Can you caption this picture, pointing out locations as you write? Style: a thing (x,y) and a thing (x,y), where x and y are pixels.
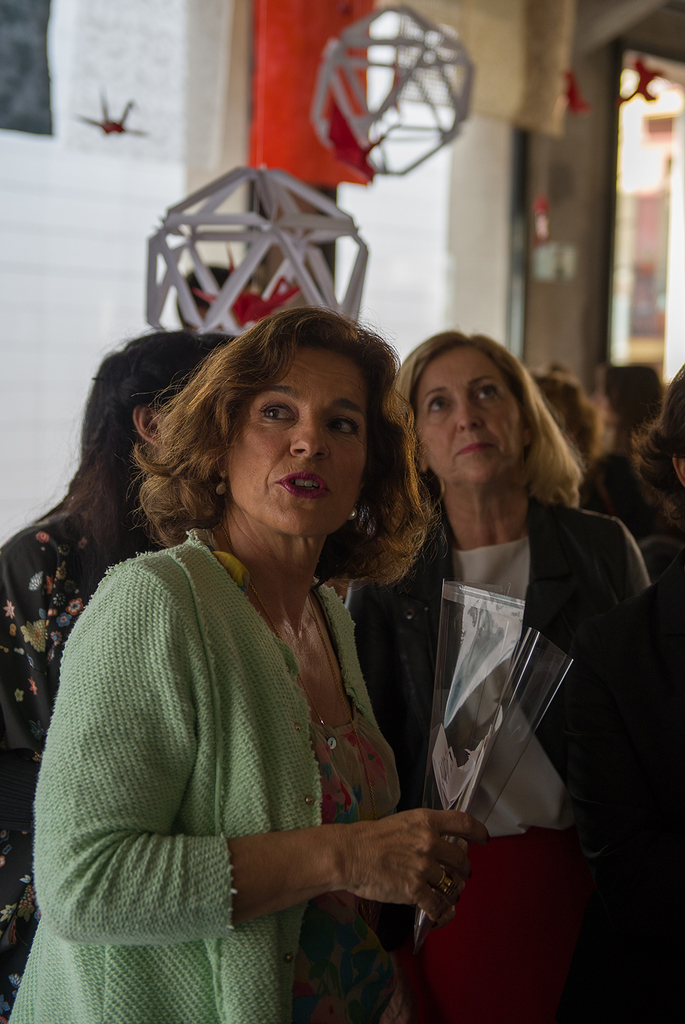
In the center of the image (404,643) we can see three persons (562,855) are standing and they are in different costumes (404,662). Among them, we can see one person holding some object (462,600). In the background (370,227) there is a wall (470,208), glass (657,135), posters (273,103), white color structures (306,220), few people (633,836) are standing and a few other objects (348,150).
